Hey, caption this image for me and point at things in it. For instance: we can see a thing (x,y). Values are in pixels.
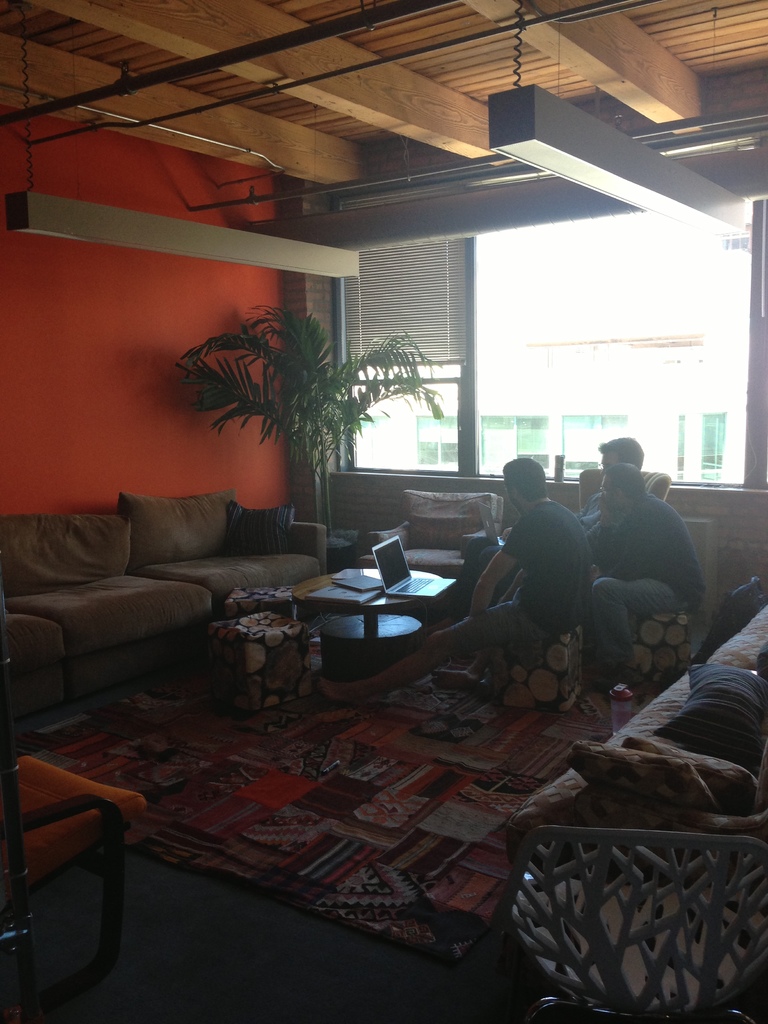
This picture is clicked inside the room (427,861). In the center (466,678) we can see the group of persons (620,570) sitting and we can see a laptop (419,583) and some other objects (337,577) are placed on the top of the center table (385,620) and we can see the floor mat (308,889), chairs (47,879), sofas (756,829), cushions (234,539) and some other objects (235,642). In the background (447,416) we can see the window (560,369), window blind (419,318), house plant (351,381). At the top (366,55) we can see the roof (392,75) and the lights (518,128) hanging on the roof (471,43) and through the windows (648,365) we can see the outside view, we can see some other objects (657,389).
